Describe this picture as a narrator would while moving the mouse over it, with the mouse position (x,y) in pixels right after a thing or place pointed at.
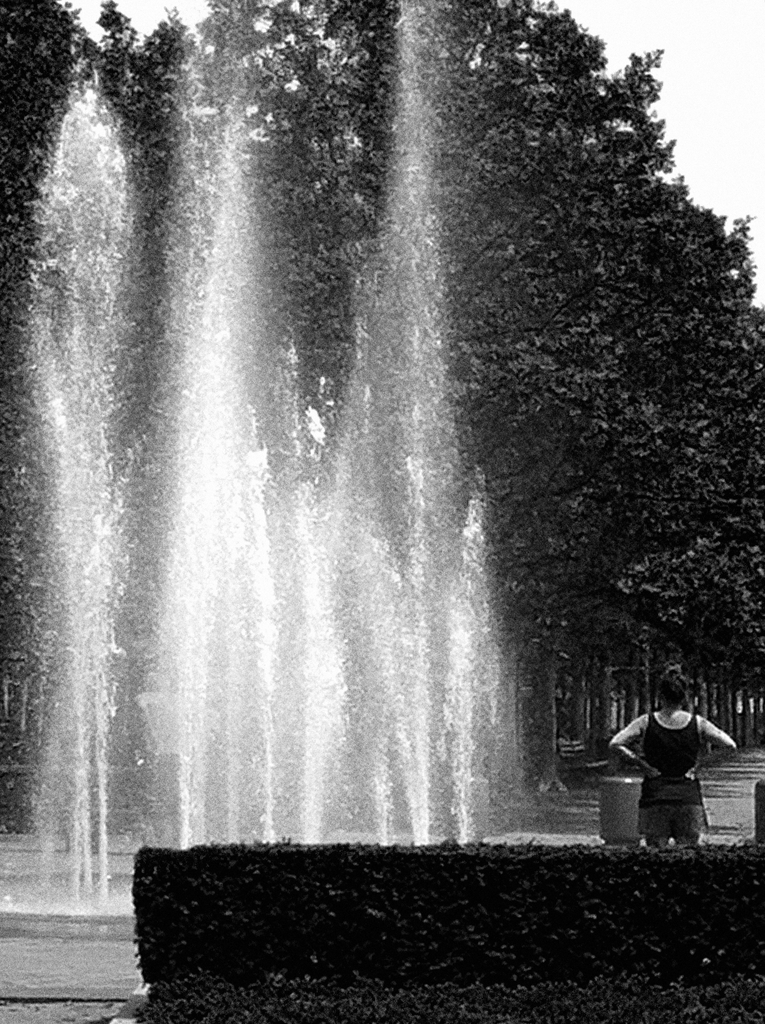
In this image there are plants (623,896), a person (694,792) standing near the water fountain (457,444), and at the background (520,353) there are trees (663,350), sky (708,91).
